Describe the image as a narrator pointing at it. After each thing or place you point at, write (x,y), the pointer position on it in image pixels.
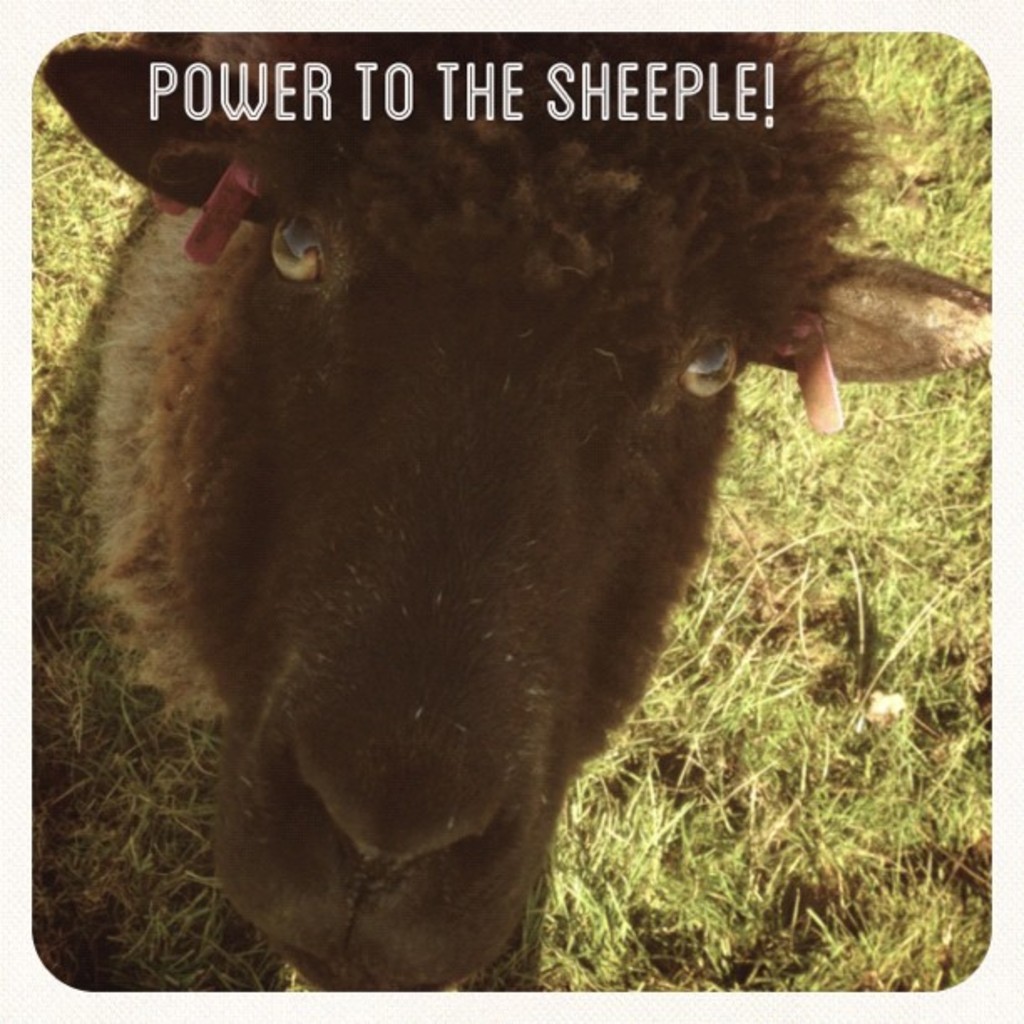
In this image there is a sheep (445,622). On the ground (734,760) there are grasses (758,714). On the top (605,108) something is written.
